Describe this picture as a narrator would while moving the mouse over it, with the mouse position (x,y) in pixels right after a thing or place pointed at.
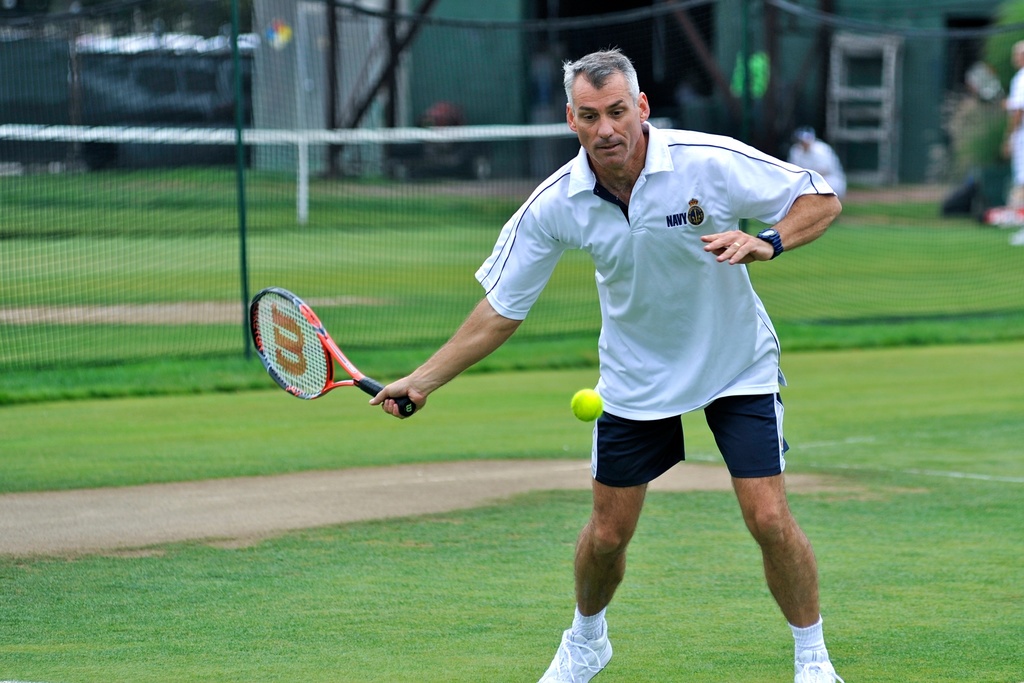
As we can see in the image there is a grass (138,396), fence (187,206), a man (580,197) holding tennis racket (362,377) and there is a yellow color ball (577,409).
